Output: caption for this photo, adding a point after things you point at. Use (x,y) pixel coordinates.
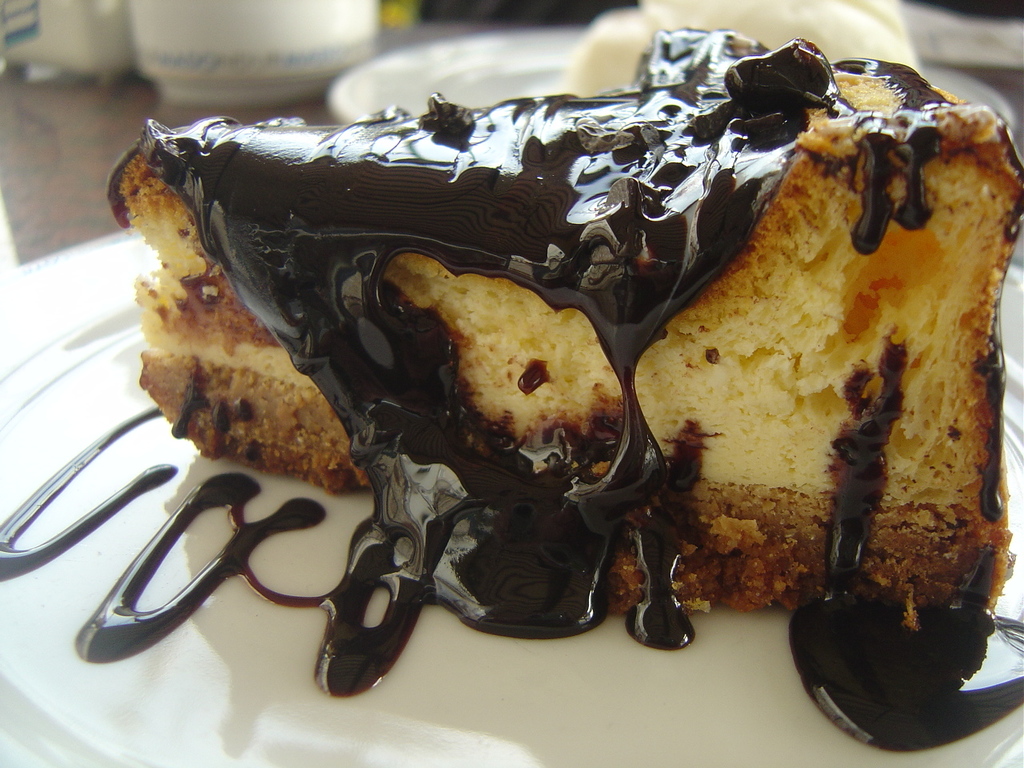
In this image we can see some food pieces (608,234) in plates (199,463) kept on the surface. In the background (226,52), we can see some bowls (242,21).
